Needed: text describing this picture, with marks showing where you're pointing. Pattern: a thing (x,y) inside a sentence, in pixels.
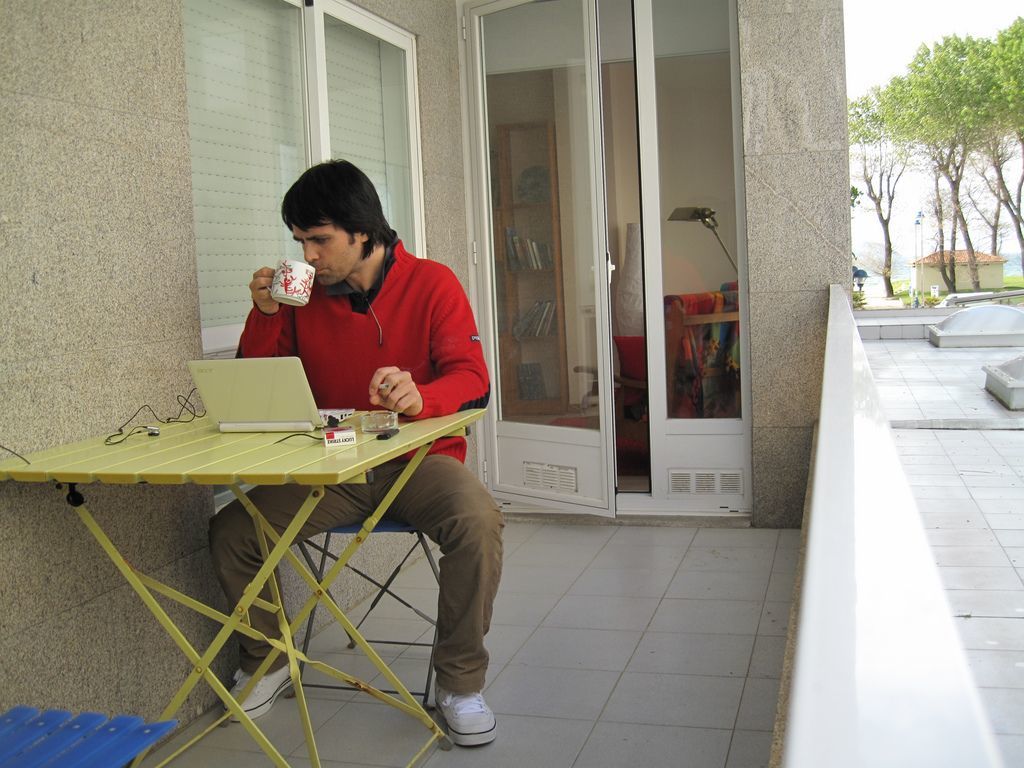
This person (369,296) is sitting on a chair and holding a cup (295,275). In-front of this person (364,264) there is a table (277,460), on a table (240,462) there is a laptop (266,383) and cable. This is door (661,373). Rack (537,297) is filled with books (531,252). Far there are number of trees (893,112). This is a house (962,260) with roof top (980,258).
